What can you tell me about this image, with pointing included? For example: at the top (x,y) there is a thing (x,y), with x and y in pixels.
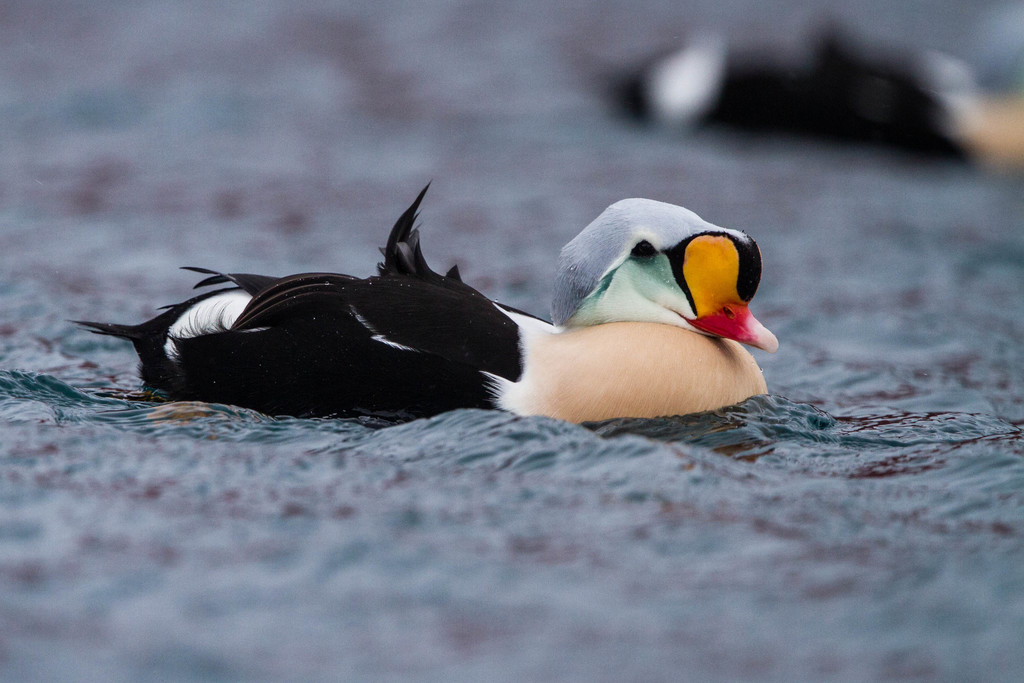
In this picture I can see a duck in the water (490,17), and there is blur background (387,26).
